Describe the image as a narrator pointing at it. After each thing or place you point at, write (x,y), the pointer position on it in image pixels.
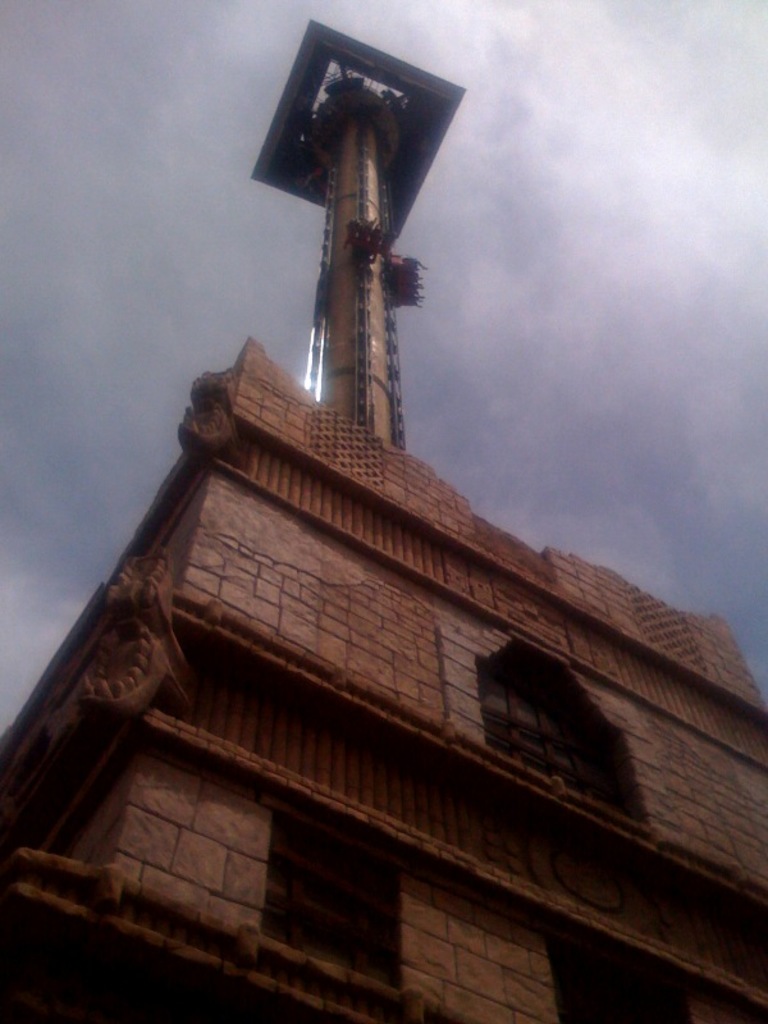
As we can see in the image there is a building (339,965), windows (557,968), sky (544,348) and clouds (461,294).
